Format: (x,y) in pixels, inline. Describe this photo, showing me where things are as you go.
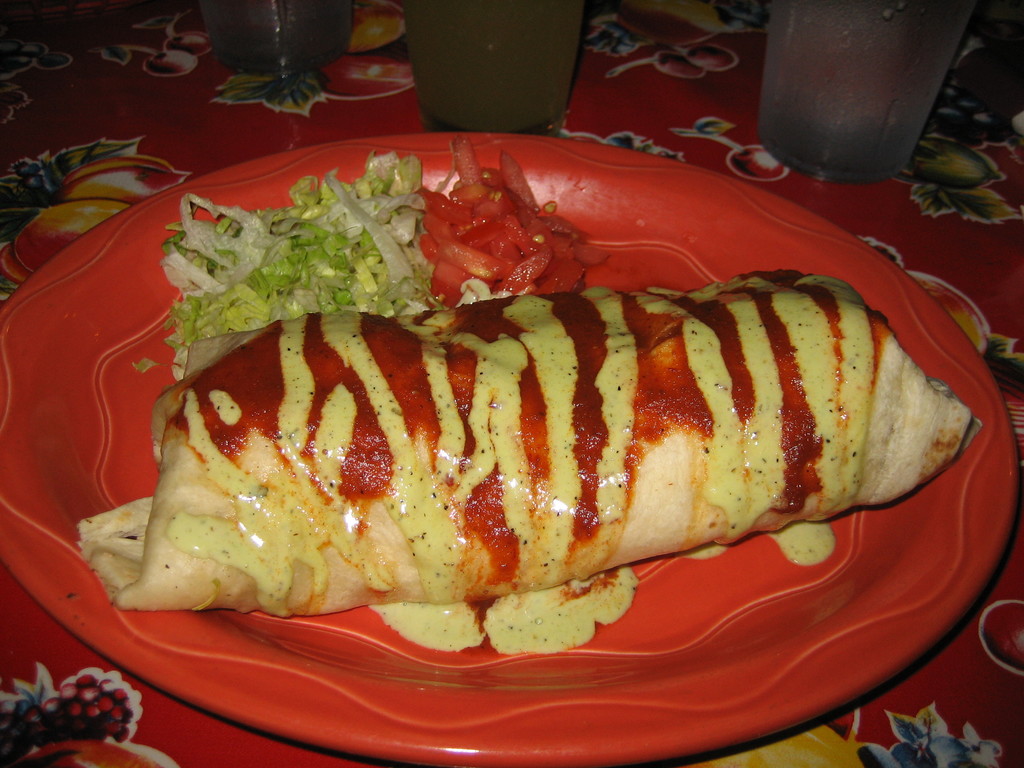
These are the food items (503,344) in a plate (646,580).
